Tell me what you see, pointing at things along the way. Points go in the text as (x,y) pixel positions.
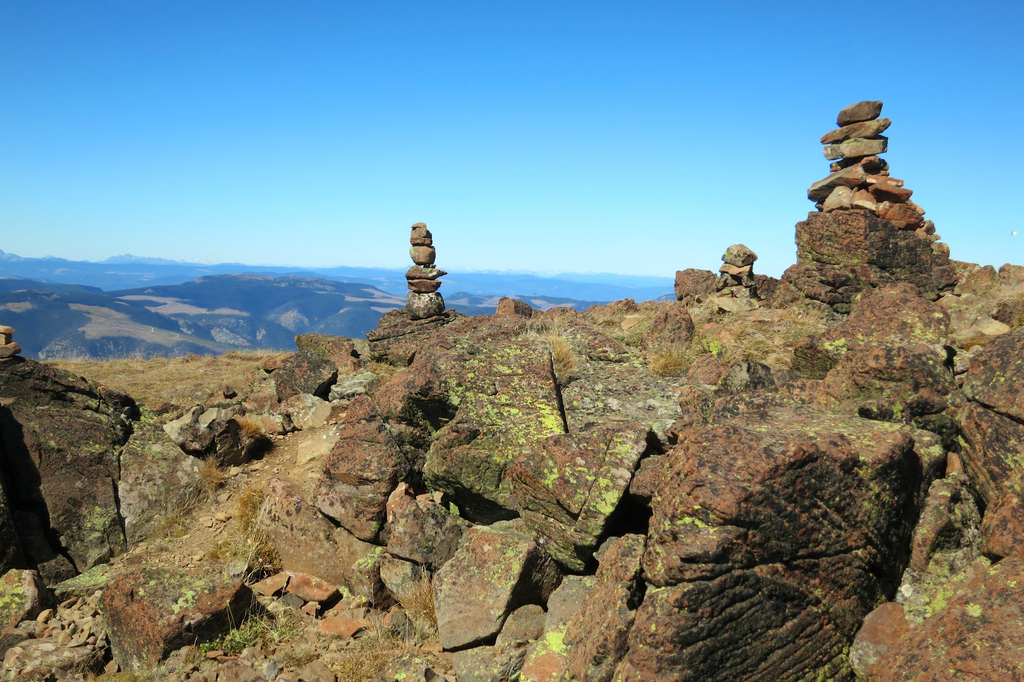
In the foreground of the picture (440,393) there are stones (328,403) and grass (226,366). In the background (236,274) there are hills (151,328). Sky (393,99) is sunny.
